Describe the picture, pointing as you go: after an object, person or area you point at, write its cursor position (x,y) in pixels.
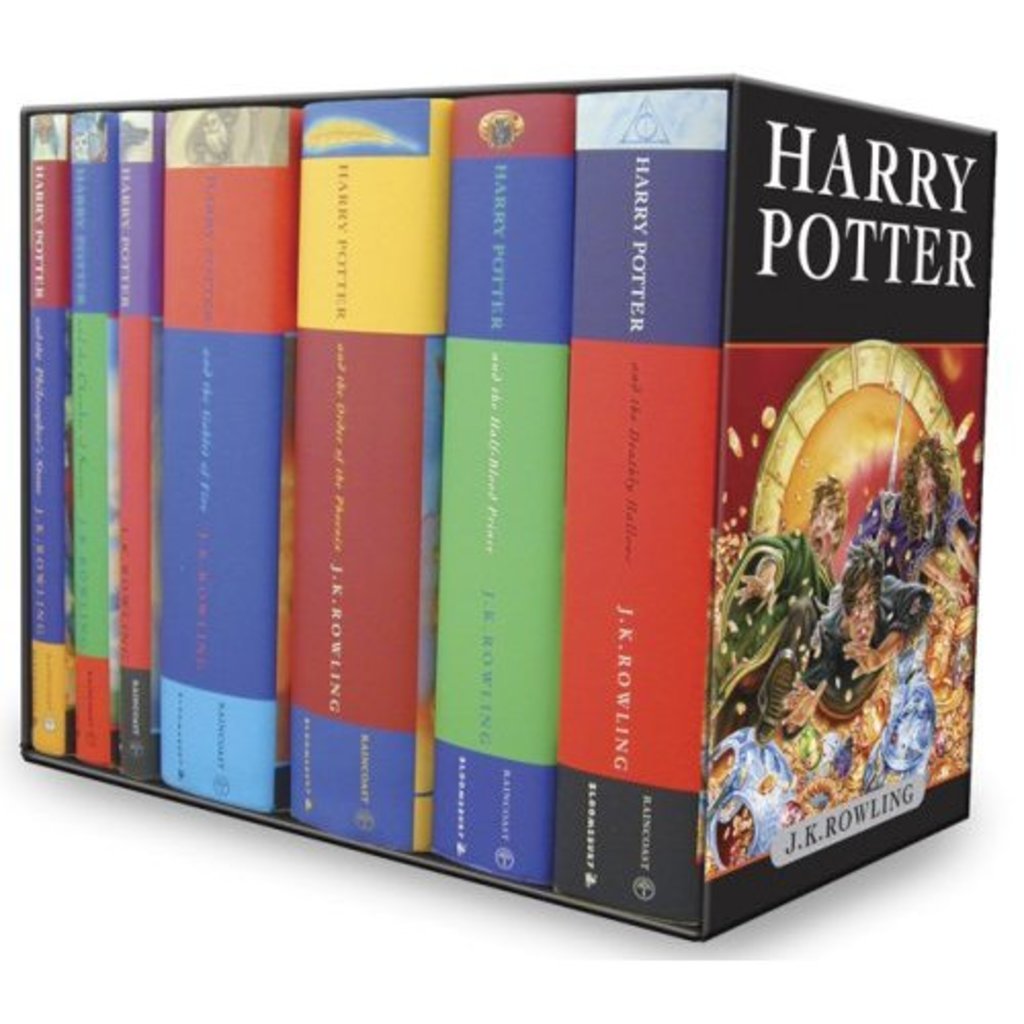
In this image there are books (511,445) in the box (797,412), there is text (802,155) on the box (848,240), there are three person (839,587) on the box (834,531), there are objects (864,716) on the box (896,743), there is text (625,750) on the books (320,518), the background of the image (375,53) is white in color.
